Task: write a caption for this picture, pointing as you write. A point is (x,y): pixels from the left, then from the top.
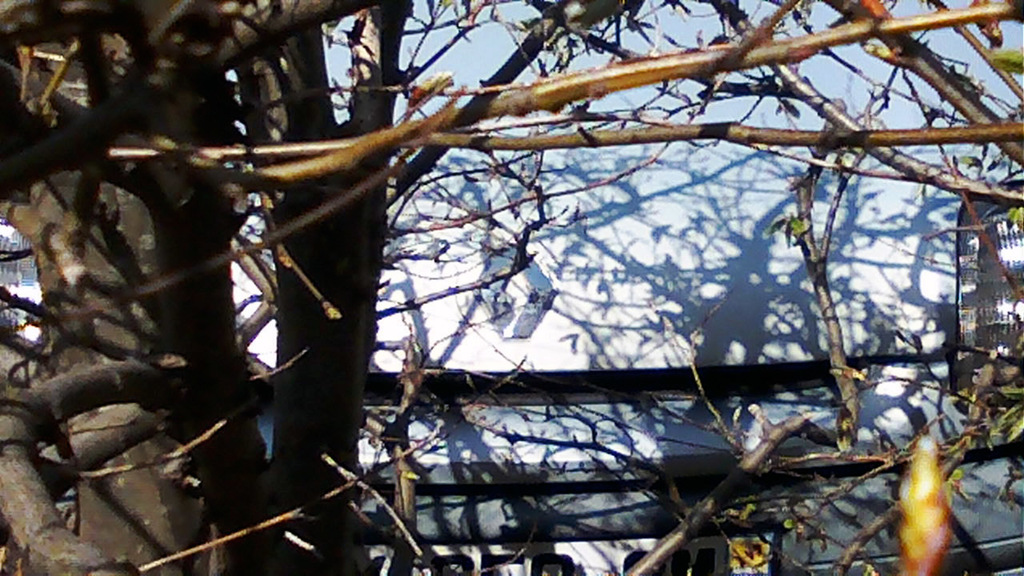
In this image we can see a tree (240,436) without leaves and a vehicle (666,236).
